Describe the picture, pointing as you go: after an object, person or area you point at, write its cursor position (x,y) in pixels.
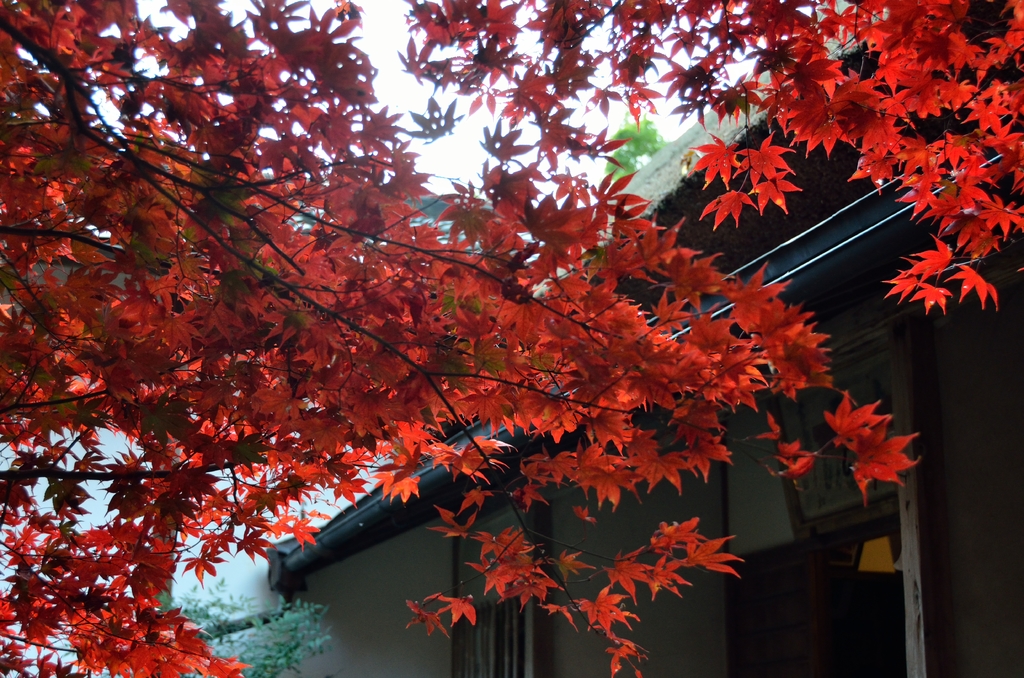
In this picture there is a tree (293,181) which has light red color leaves (382,284) on it and there is a house (968,458) beside it.
